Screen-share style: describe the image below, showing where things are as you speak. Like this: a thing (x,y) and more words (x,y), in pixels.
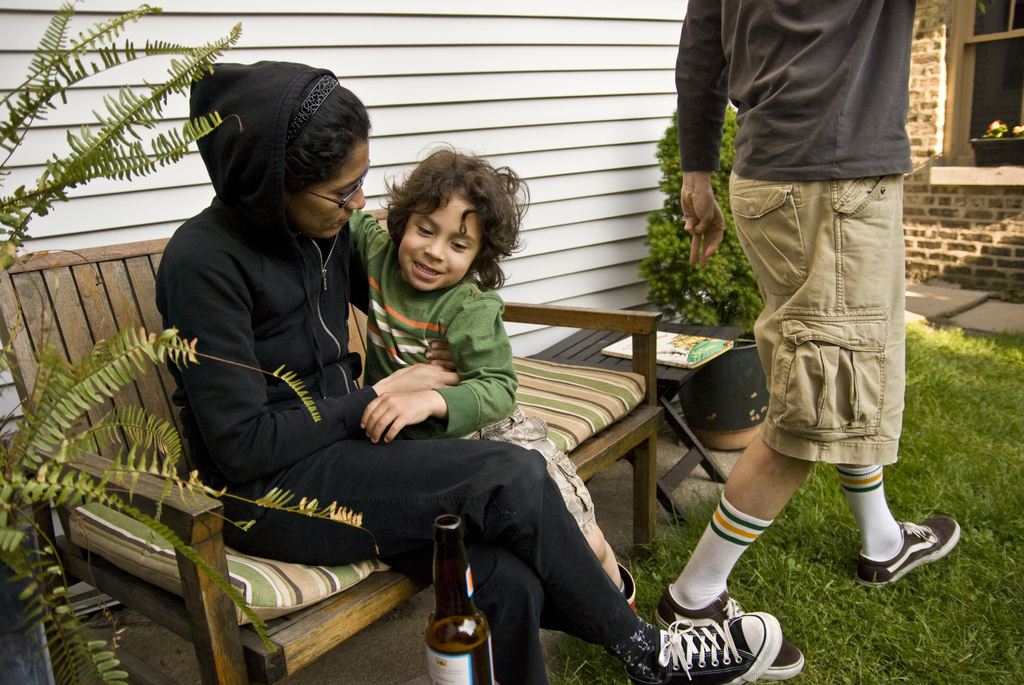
In this image there is a woman (315,243) and a boy (445,306) sitting in a bench (524,321), and in the back ground (698,23) there is another person (711,8), plant (678,281), book (670,338), table (673,410), grass (765,547), building (974,271).
